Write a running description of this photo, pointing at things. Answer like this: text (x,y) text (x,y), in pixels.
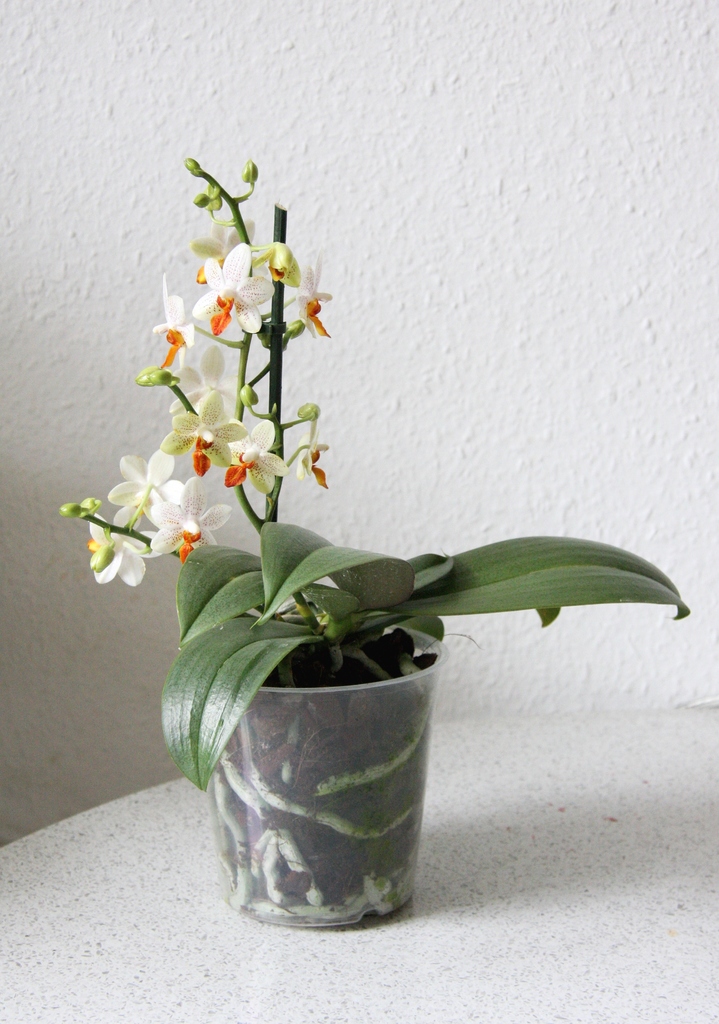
In the center of the image (246,607) there is a house plant (352,822) placed on the table (520,985). In the background (545,166) there is wall (292,117).
